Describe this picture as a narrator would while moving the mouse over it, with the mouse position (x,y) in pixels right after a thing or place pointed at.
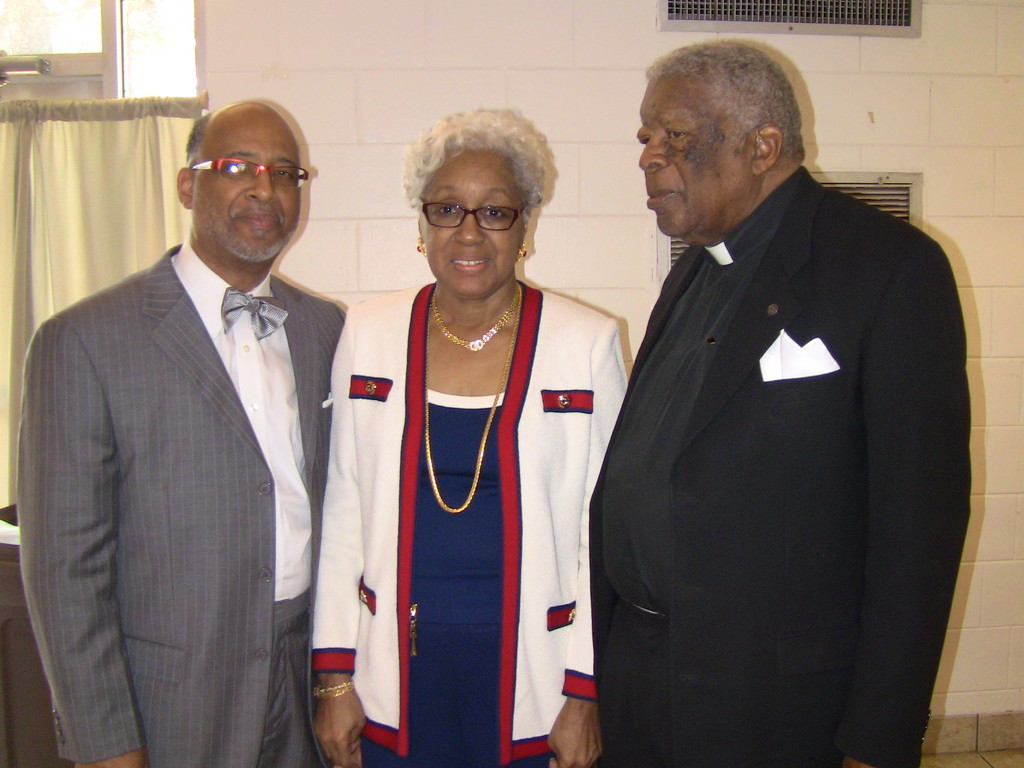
In this image I can see two men (185,523) wearing blazers (200,518) and a woman (549,477) wearing white, red and blue colored dress (454,527) are standing. In the background (83,188) I can see the window (92,11), the curtain (100,180), the white colored wall (343,133) and two vents (857,22) to the wall (930,46).
